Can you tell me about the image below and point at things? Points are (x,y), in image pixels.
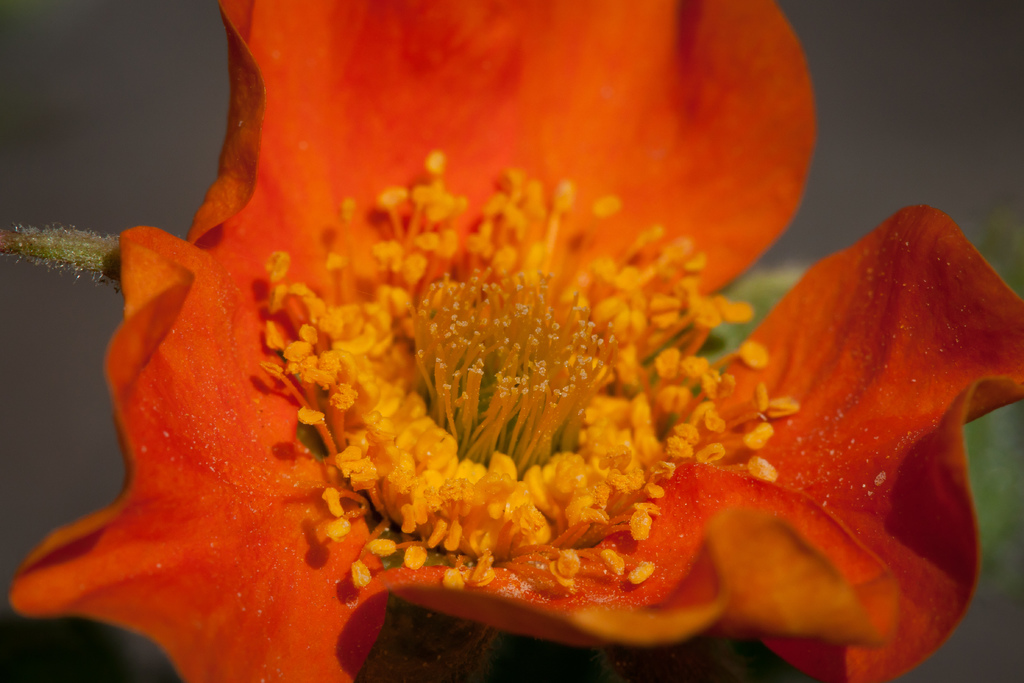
In this image in the foreground (593,193) there is one flower (317,220), which is in orange color and there is a blurry background (969,160).
